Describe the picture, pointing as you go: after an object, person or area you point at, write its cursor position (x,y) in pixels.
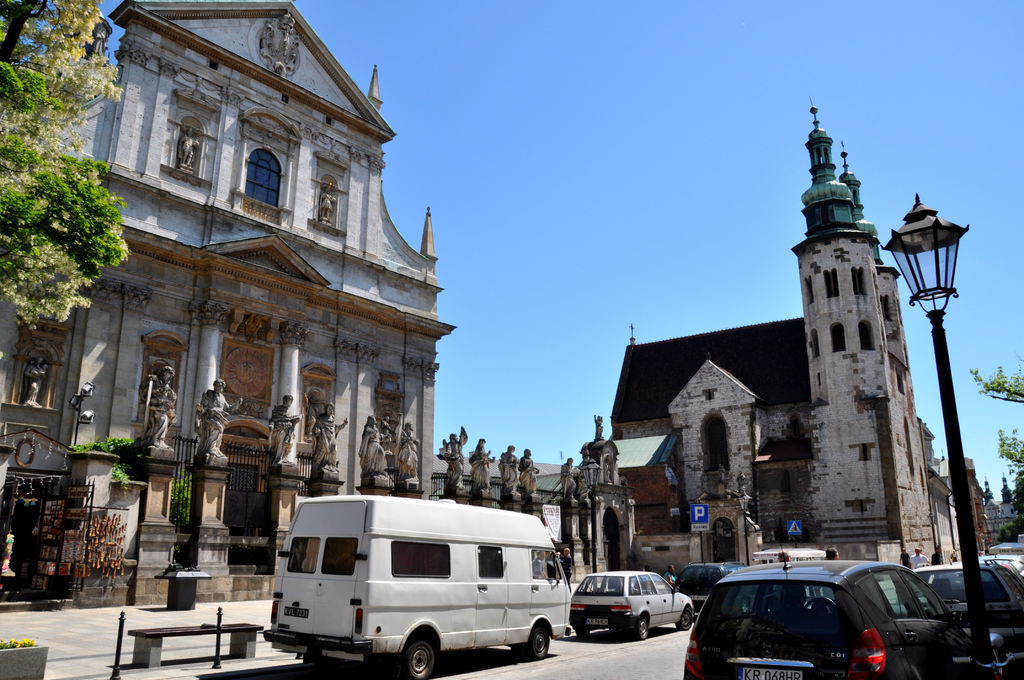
In this image I can see road (653,679) and on it I can see number of vehicles (844,650). I can also see few poles (596,481), a street light (927,237), few blue colour sign boards (791,532), trees (15,298), buildings (648,429) and sky (562,162). I can also see number of sculptures (332,409) over here. Here I can see a bench (141,658).
